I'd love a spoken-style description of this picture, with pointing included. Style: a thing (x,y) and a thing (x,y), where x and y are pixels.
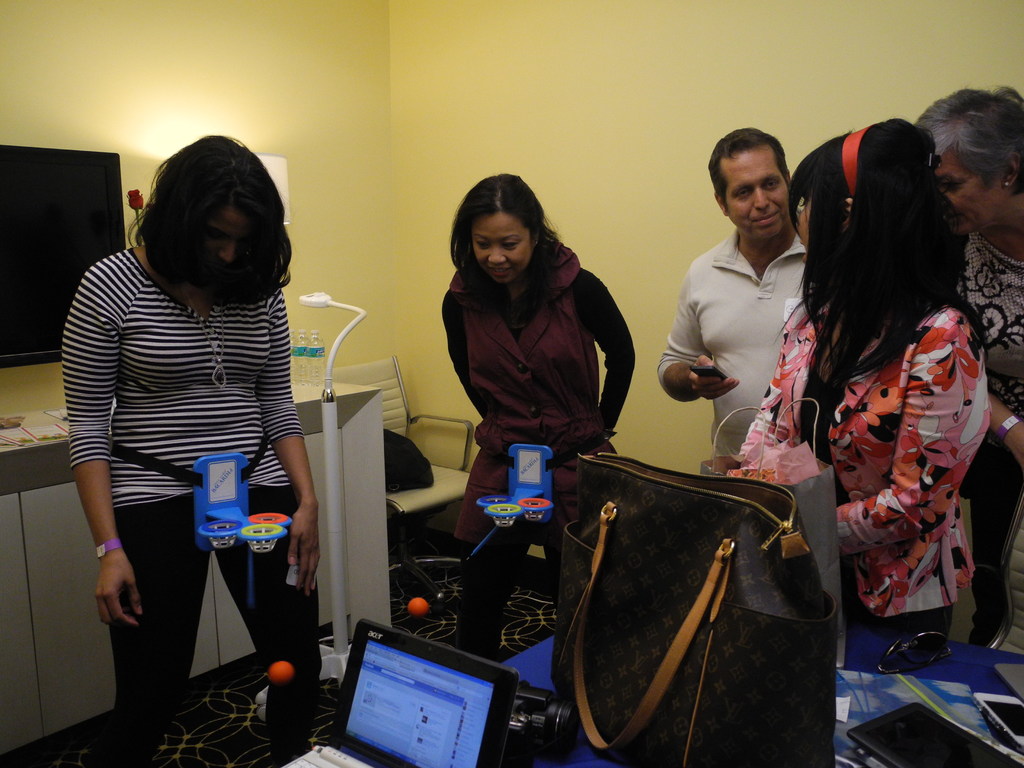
This is a picture in a room (410,360), there are group of people (495,321) standing in the room (286,363). Near to the person (906,625) there is a table (924,671) on the table (924,684) there is a hand bag (649,636) and the laptop (424,720) and the camera (523,732). Background of the person (462,350) is a wall (402,70) which is in yellow color on the wall (73,58) there is a television (24,296).
